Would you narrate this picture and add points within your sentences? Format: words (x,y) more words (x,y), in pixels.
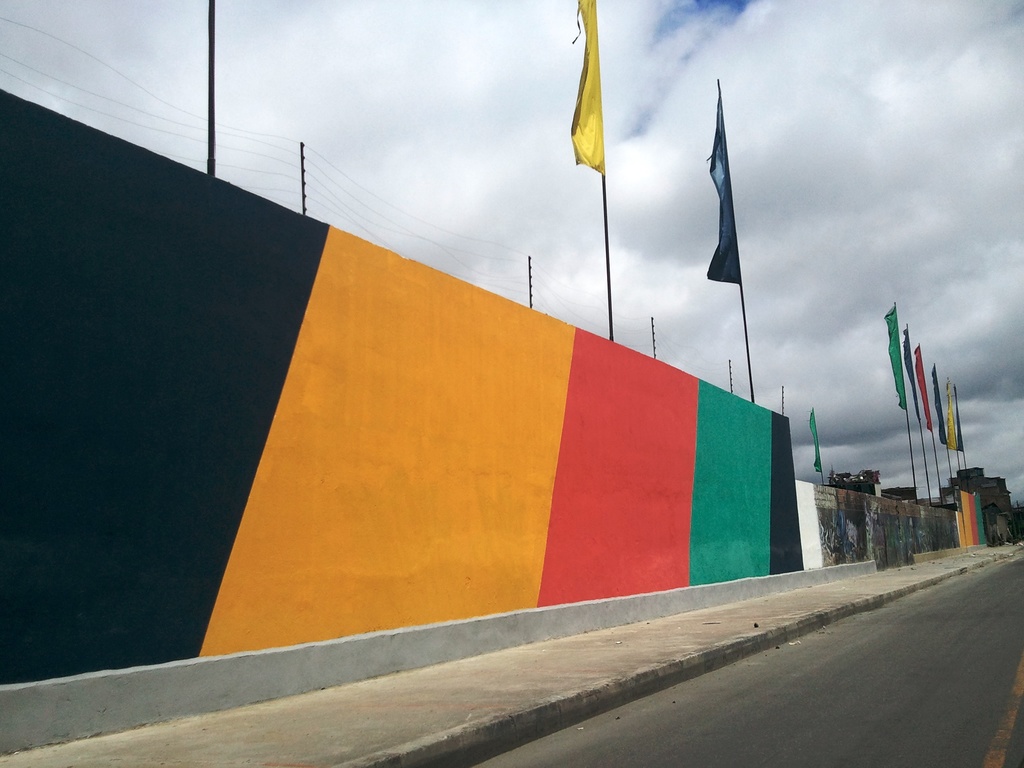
In this image I can see a wall (584,479) which has flags (892,357) and a fence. In the background (479,141) I can see the sky (520,211). Here I can see a road (980,665).
